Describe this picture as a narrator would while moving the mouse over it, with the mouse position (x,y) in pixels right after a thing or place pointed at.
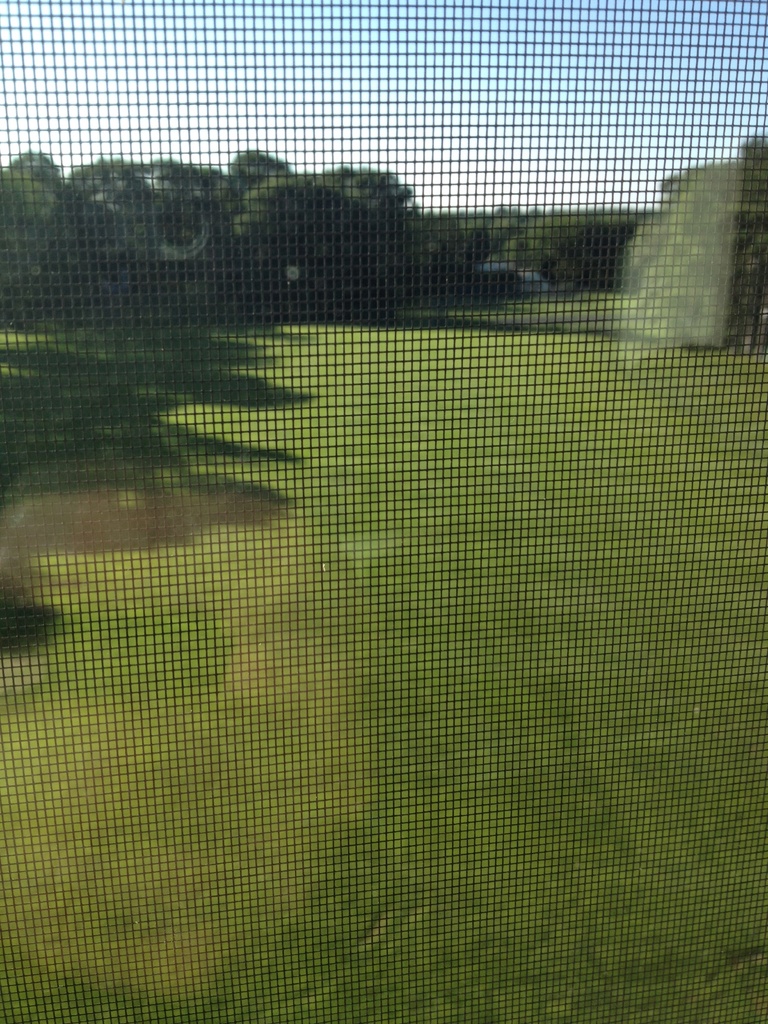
At the forefront of this image, there is a net (431,312). Through this net (414,722), we can see there are trees (415,273) and grass (406,386) on the ground (289,730) and the sky (49,77) is clear.
